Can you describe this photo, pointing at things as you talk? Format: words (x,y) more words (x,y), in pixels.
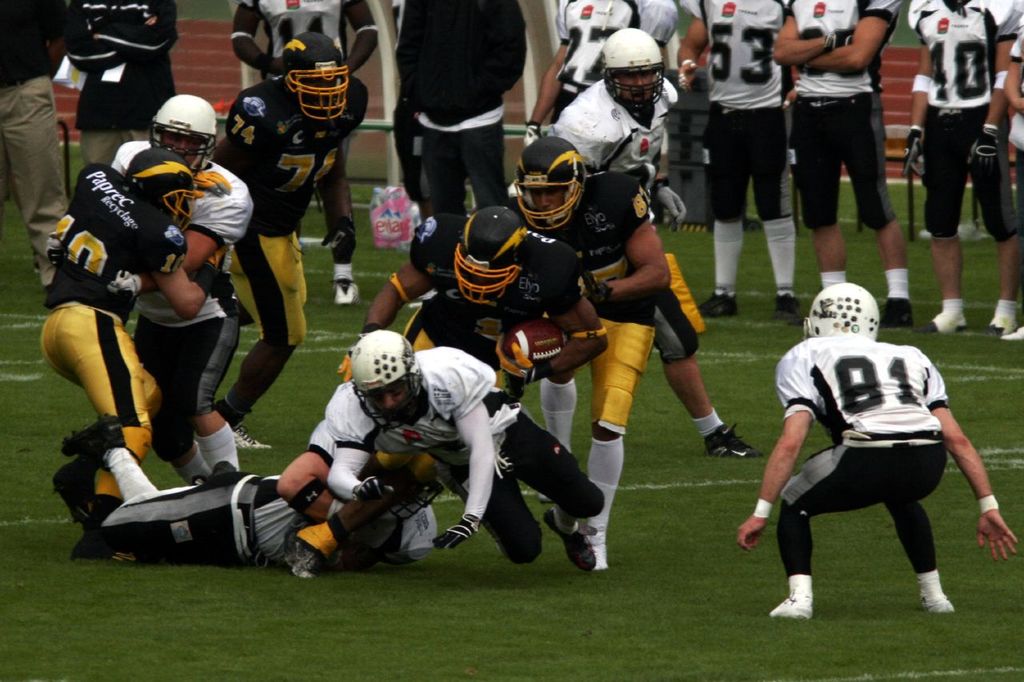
not so many players (359,521) playing on the ground (44,380) and few members (997,173) standing at the back (988,189).
